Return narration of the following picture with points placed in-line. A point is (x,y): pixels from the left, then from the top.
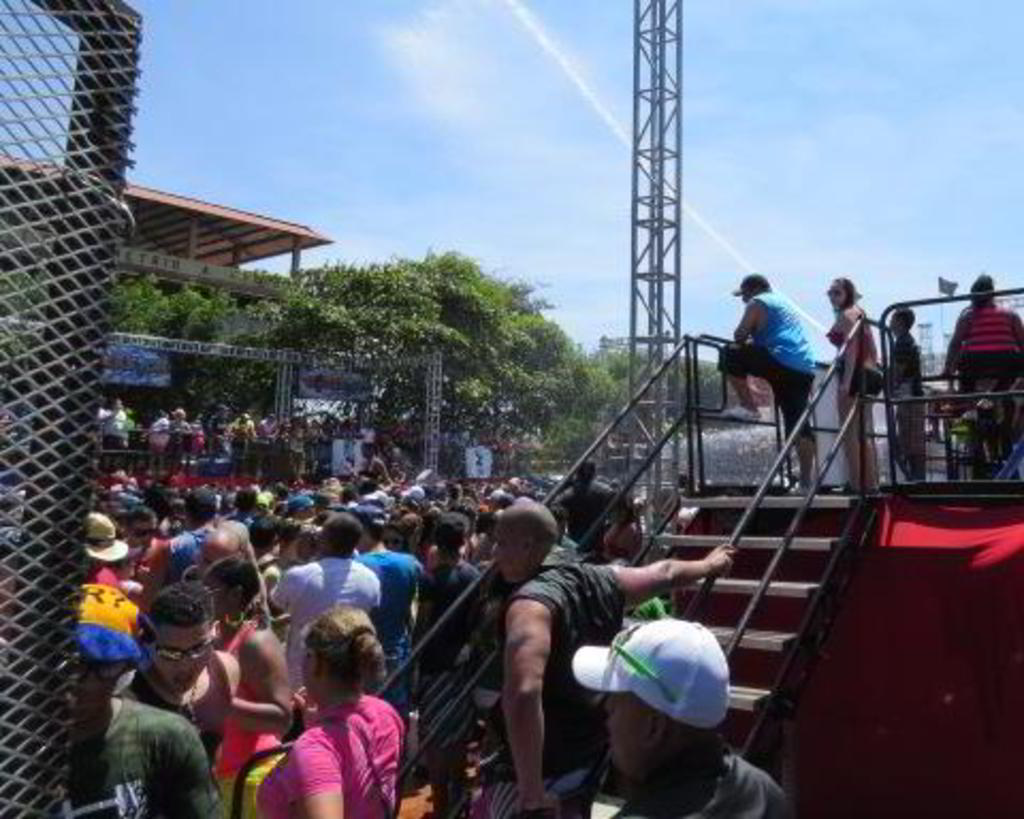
There are people (254,495), staircase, stage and a mesh (37,110) in the foreground area of the image (52,159), there are trees (349,349), people (328,421), tower (680,30), roof (202,224) and the sky (690,186) in the background (793,264).
